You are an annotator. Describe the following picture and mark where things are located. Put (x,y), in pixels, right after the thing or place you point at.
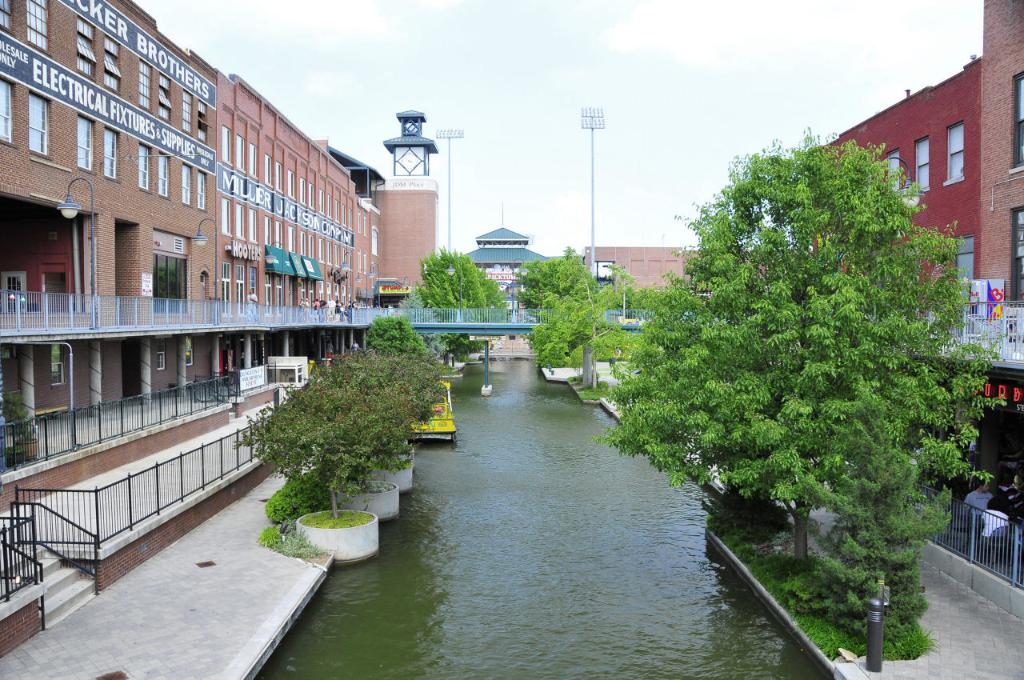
In this image there is a canal (444,558), bridge (427,314), building (486,295), trees (627,445), poles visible in the middle (472,394), on the right side (968,479) there is a building (978,468), in front of building (939,242) there is a fence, few people (968,499), trees (938,408), at the top (423,79) there is the sky (356,66), on the left side (164,334) there is a building (258,208), there are street light poles (93,188), persons (313,305) visible in front of the corridor (284,306) of the building (310,292), there may a boat (442,427) on the canal (470,465) in the middle (443,396), there are some trees (379,418) visible beside the canal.
